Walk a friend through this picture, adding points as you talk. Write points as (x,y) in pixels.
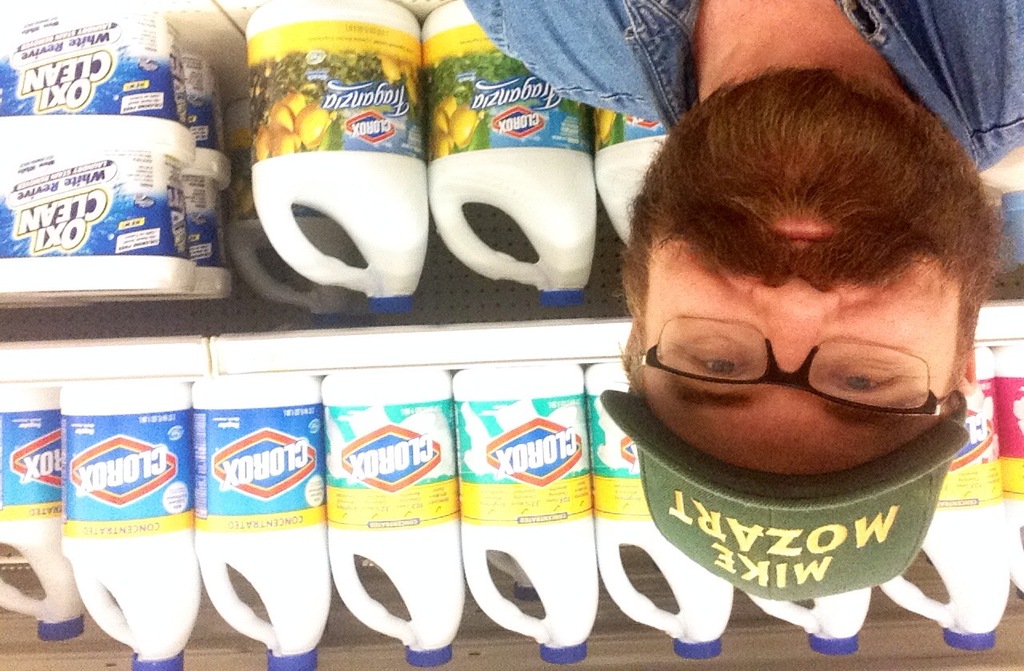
In this picture we can see a person (762,337) with the spectacles (741,380) and a cap (755,487). Behind the person (876,225) there are boxes (117,181) and some bottles (263,425) in the racks (331,621).
